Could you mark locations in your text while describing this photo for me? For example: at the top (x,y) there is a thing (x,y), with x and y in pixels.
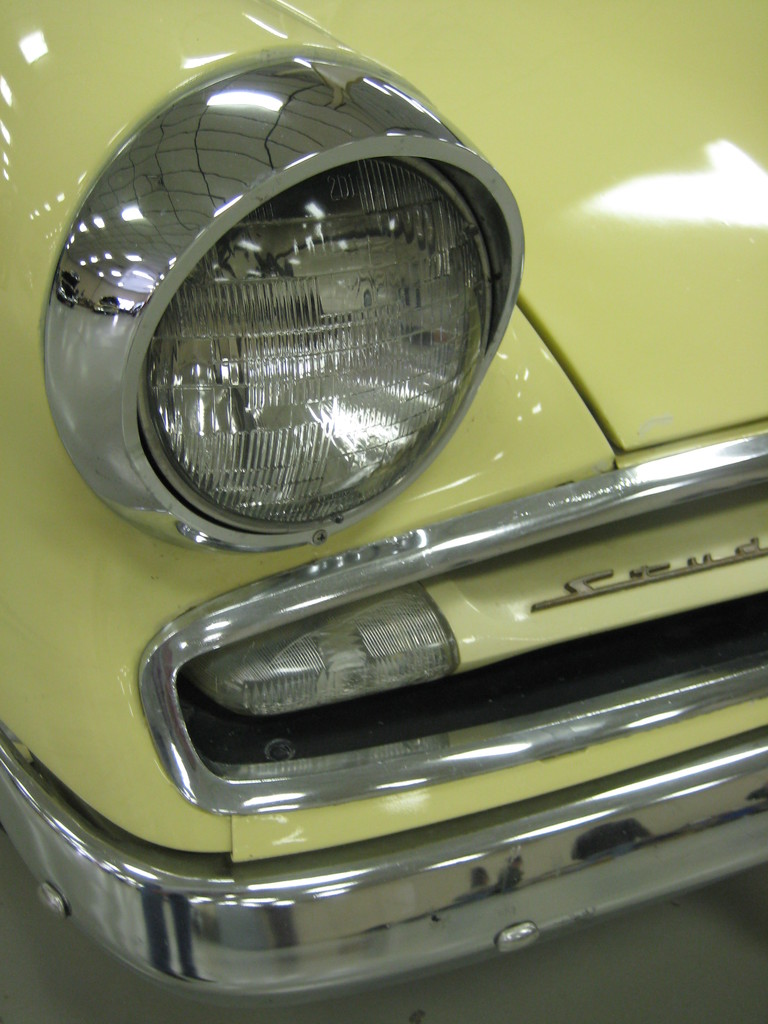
In this picture I can observe headlight (235,313) of a car (93,471). This car (93,471) is in yellow color.
